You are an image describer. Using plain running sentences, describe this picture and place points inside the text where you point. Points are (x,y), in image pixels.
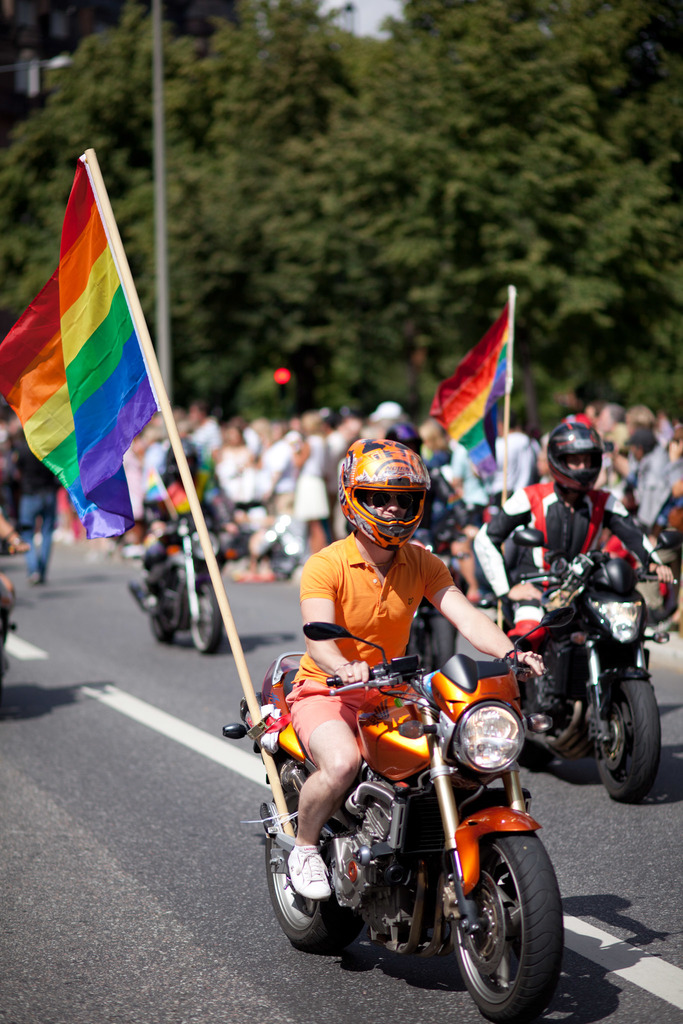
In this image i can see a group of people (503,444) are standing on the ground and a few people (331,732) are riding on a bike (387,726) with a flag (92,489).
